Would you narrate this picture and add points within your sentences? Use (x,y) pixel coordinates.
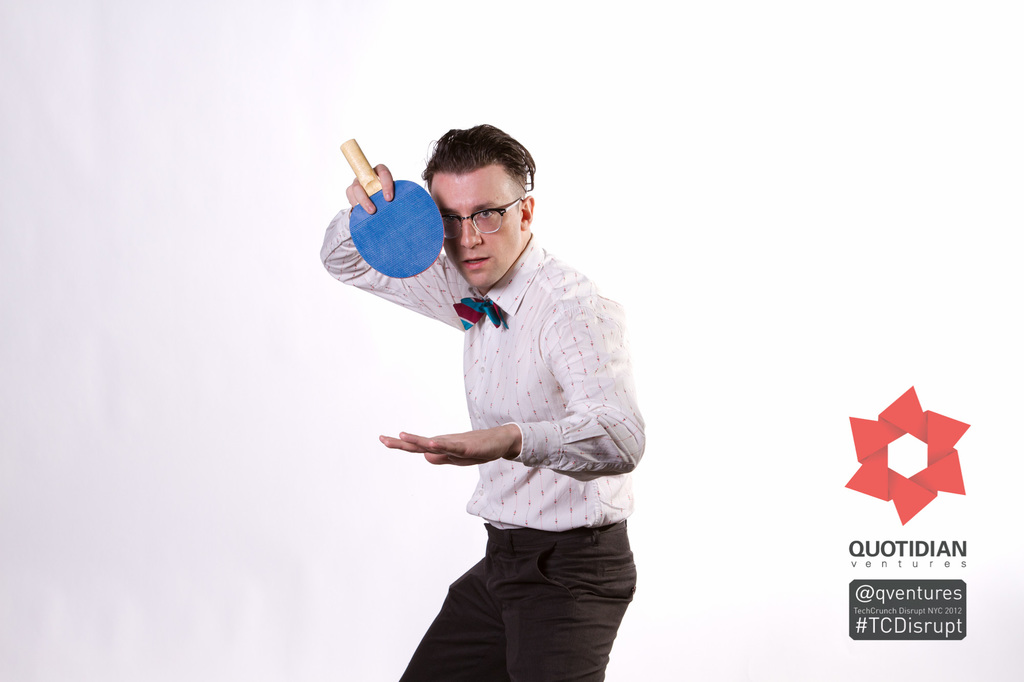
In this picture we can see man (484,185) wore white color shirt (523,314) with ribbon (476,311) on it, spectacle (449,222) holding table tennis bat (390,210) and this is some poster (769,319).
